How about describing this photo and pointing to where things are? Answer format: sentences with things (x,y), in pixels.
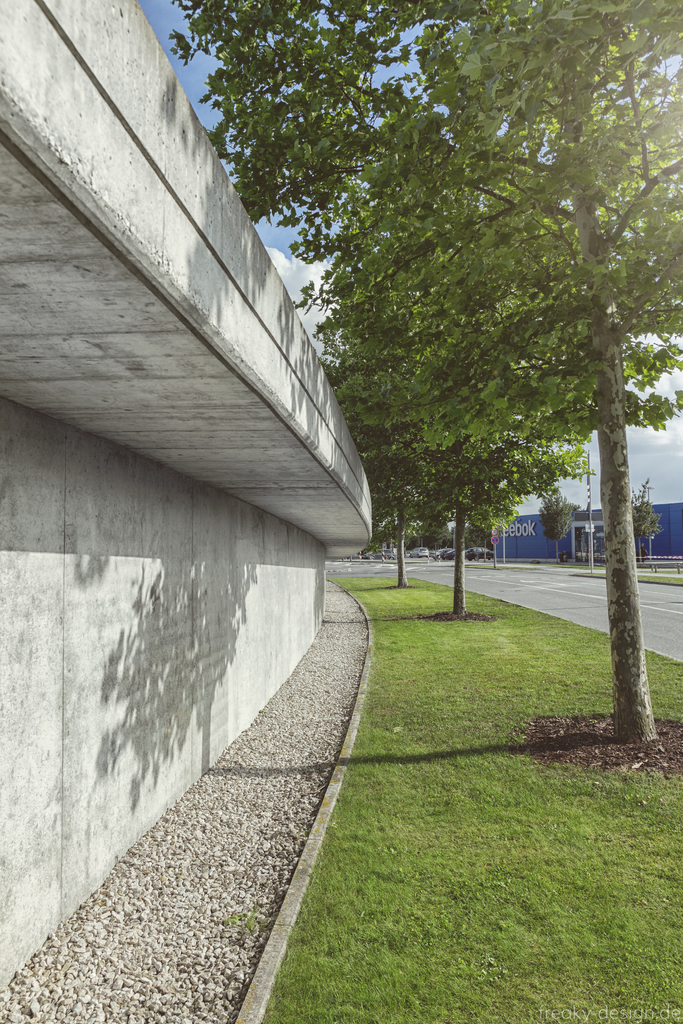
In this image, we can see a wall (256,618), grass (398,836), few trees (427,537), road (417,559), vehicles (454,553), pole (593,560). Background (296,270) there is a sky (291,261).
